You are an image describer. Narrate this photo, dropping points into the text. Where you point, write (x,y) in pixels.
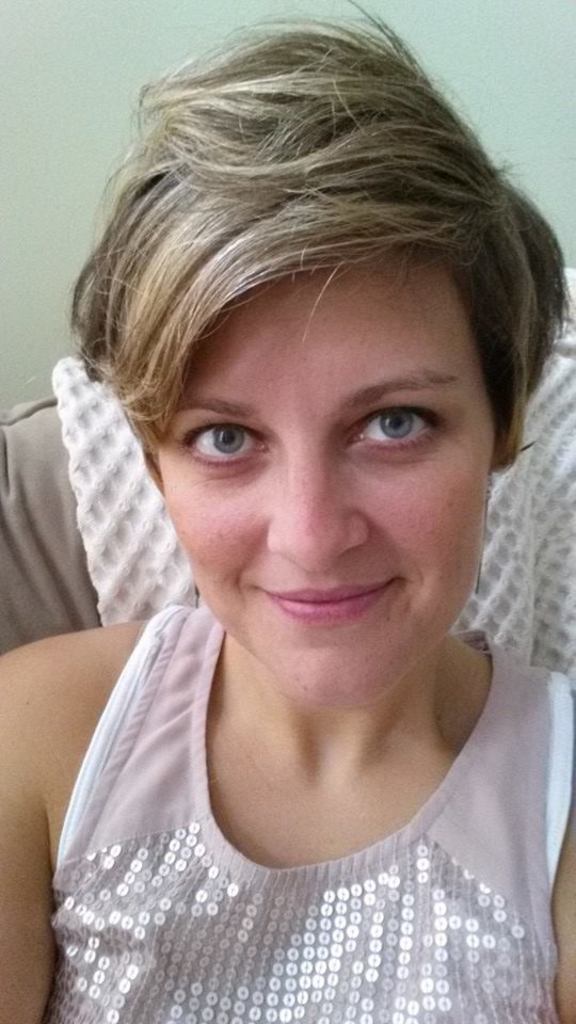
In this image in the center (228,466) there is one woman (346,572), in the background (15,477) it looks like a couch (525,491). On the couch (492,485) there is cloth (517,495), in the background (421,18) there is wall (119,99).
